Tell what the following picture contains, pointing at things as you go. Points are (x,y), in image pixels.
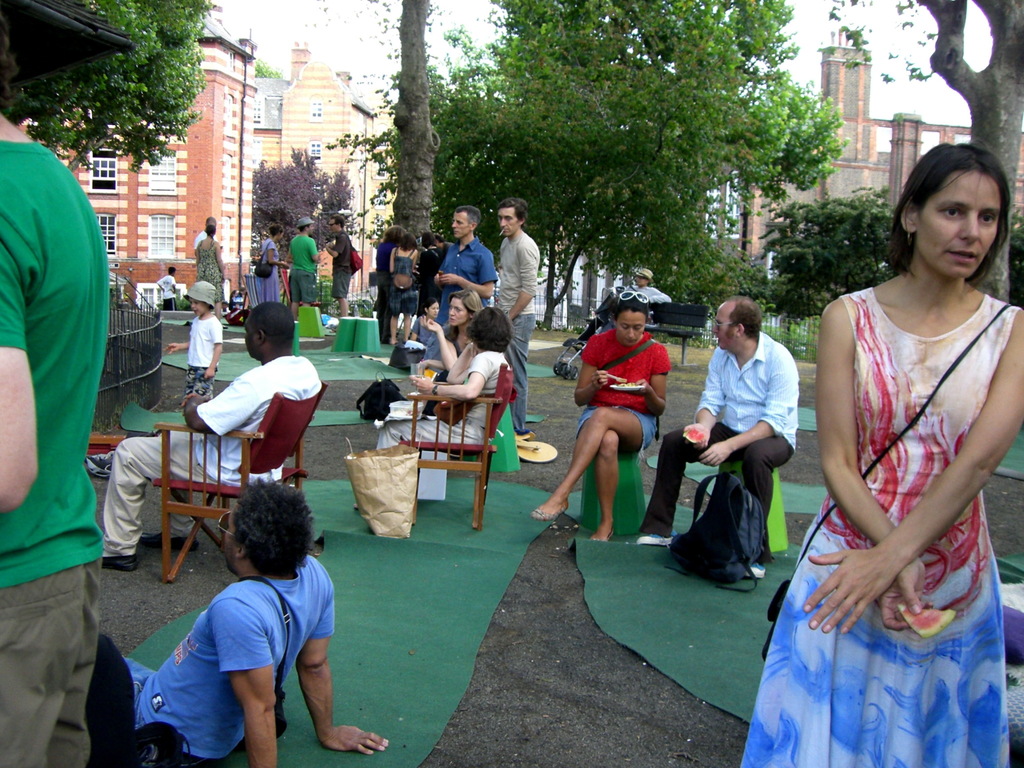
One lady (895,534) wearing a floral design dress (933,462) is holding a watermelon piece (929,619) and speaking. Behind her two persons (699,412) sitting and eating something. And some people (217,414) are sitting over the chairs (292,480). There are some carpets (440,575) on the floor (305,343). There are trees (150,147) and some buildings (220,138) in the background (206,138). So many people (302,220) are standing in the background (217,253). Small boy (183,343) wearing a white and black dress (203,357) is wearing a cap (197,300).
